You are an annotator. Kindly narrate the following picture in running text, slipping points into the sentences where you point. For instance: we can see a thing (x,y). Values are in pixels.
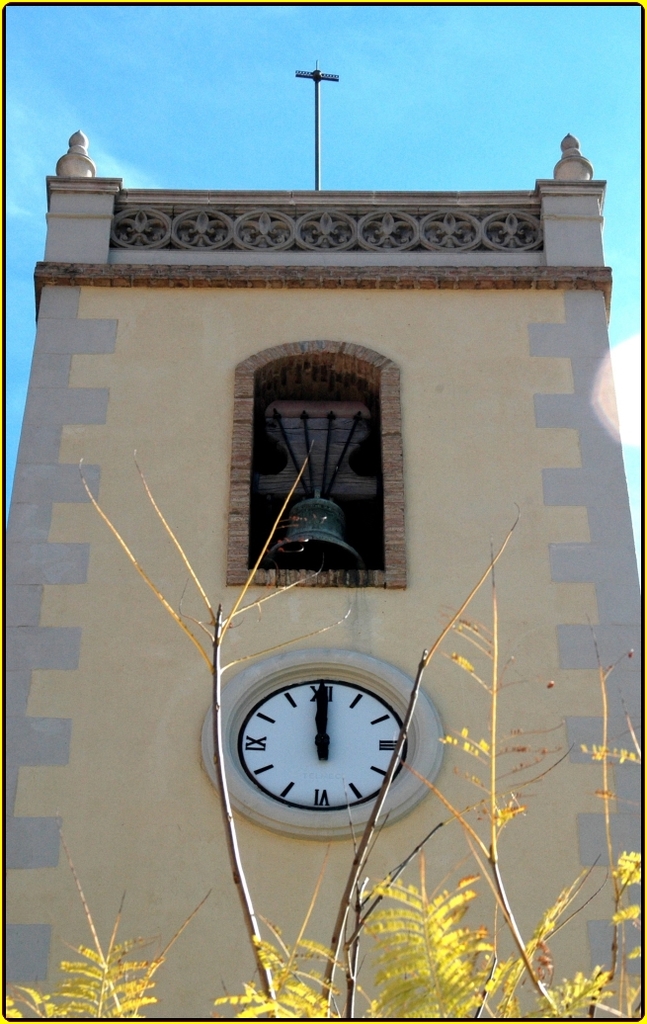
In this image there is a building (462,557) and clock wall (337,695) is placed on it. At front (416,968) there are trees (581,1003) and at the background (375,104) there is sky (207,109).
